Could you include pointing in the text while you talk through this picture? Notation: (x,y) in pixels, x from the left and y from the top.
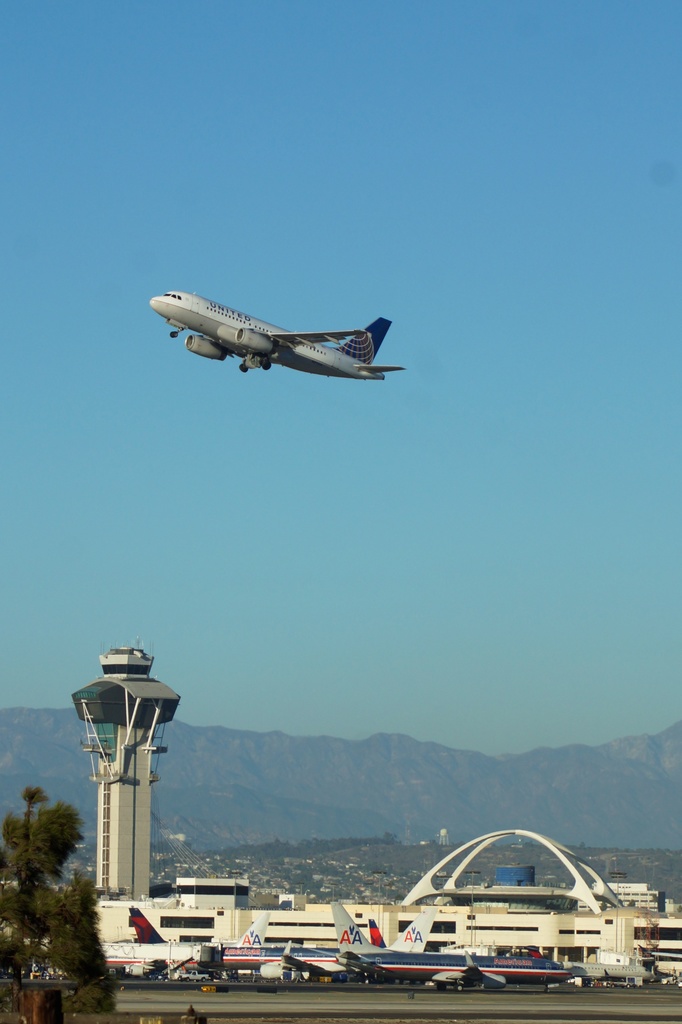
In this picture there is a view of the airport (153,912). In the front (91,773) there is a white color tower (144,796) and some flights (375,936) parked on the ground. In the background (331,940) there are some buildings (331,940). On the top (232,331) we can see the plane (265,359) flying in the sky (504,201).
